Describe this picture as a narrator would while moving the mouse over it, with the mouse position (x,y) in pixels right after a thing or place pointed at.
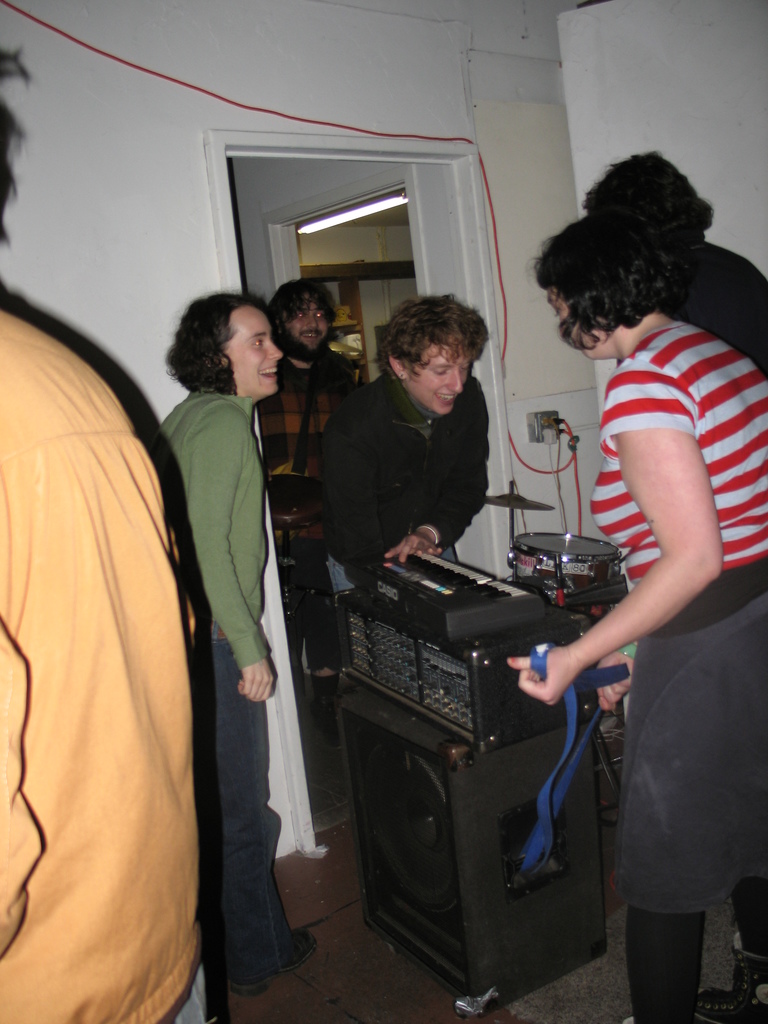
This image is taken indoors. At the bottom of the image (339,955) there is a floor (324,966). In the background (266,197) there is a wall (81,253) with a door (451,240). In the middle of the image (286,382) a woman (249,399) and two men (311,417) are standing on the floor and there is a speaker box (474,827). On the left side of the image (95,507) there is a person (130,681). On the right side of the image (693,331) there is a man (643,181) and a woman (659,325) and she is holding a strap (582,753) in her hands (571,648) and there is a stand (548,590) with a drum (564,558) on it.
